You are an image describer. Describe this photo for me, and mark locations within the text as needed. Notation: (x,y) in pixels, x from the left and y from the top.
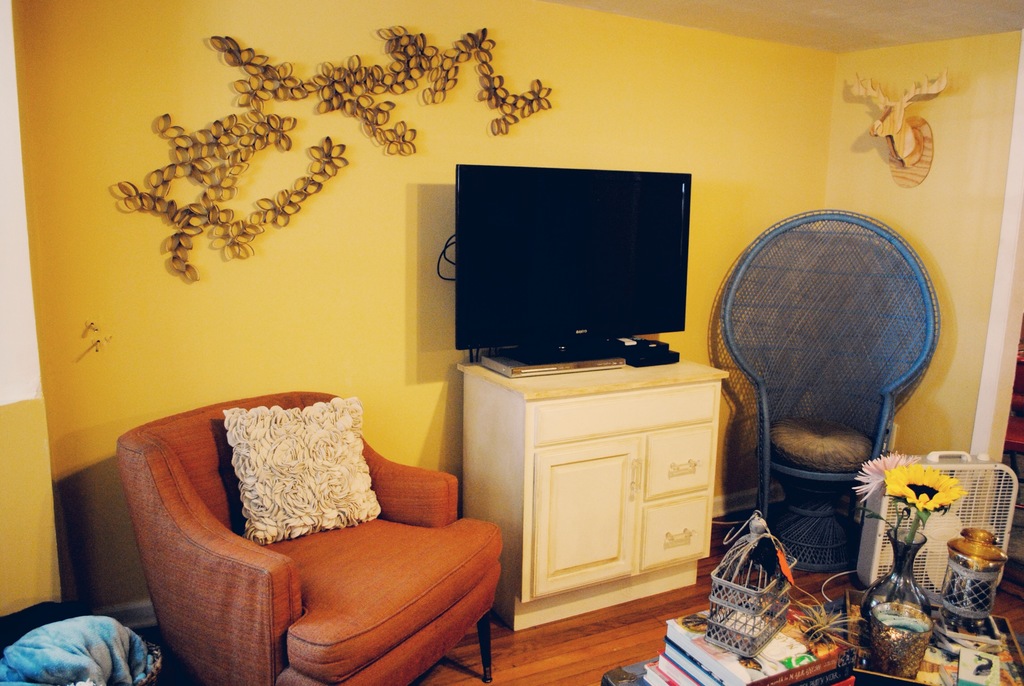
There are sofa chair (365,590), TV (565,349) and some books (793,637) on table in a room (753,535).
